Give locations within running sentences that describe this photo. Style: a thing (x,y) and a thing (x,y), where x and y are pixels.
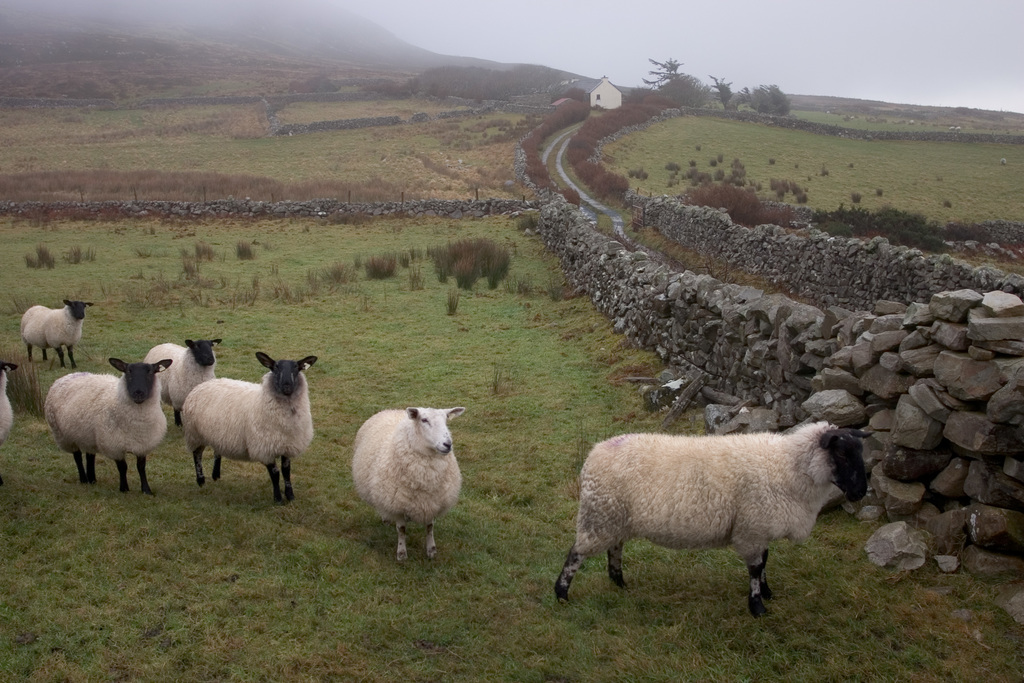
In this image we can see the sheep (424,458). Behind the sheep (424,458) we can see rock wall (588,236). In the background (541,186), we can see a house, plants (570,115) and trees (506,92). At the top (377,79) we can see a hill (135,42) and the sky (602,31).
